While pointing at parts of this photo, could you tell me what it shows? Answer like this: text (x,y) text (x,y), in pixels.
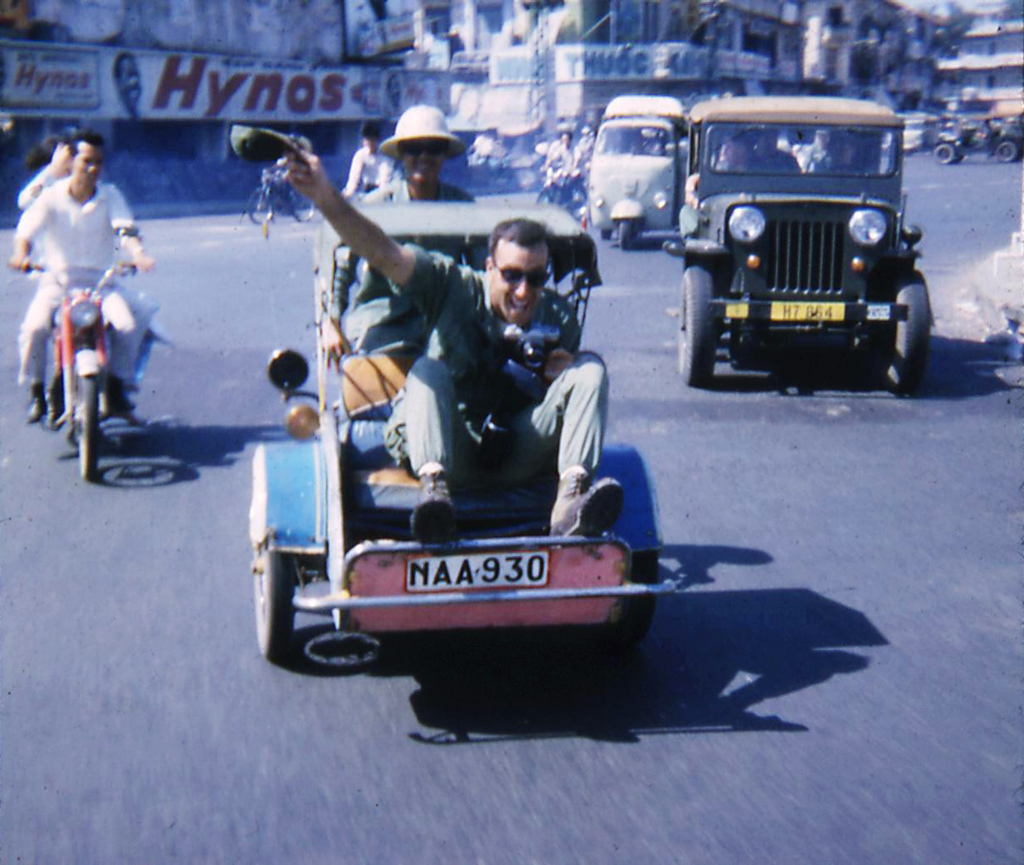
This person (77,236) is riding a motorbike (81,334). A vehicles (66,381) on road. This person (429,446) is sitting on this vehicle (541,565). These are buildings (869,39). On this buildings (442,75) there are boards (197,83). This two persons (437,162) holds a smile and wore goggles (539,285).
